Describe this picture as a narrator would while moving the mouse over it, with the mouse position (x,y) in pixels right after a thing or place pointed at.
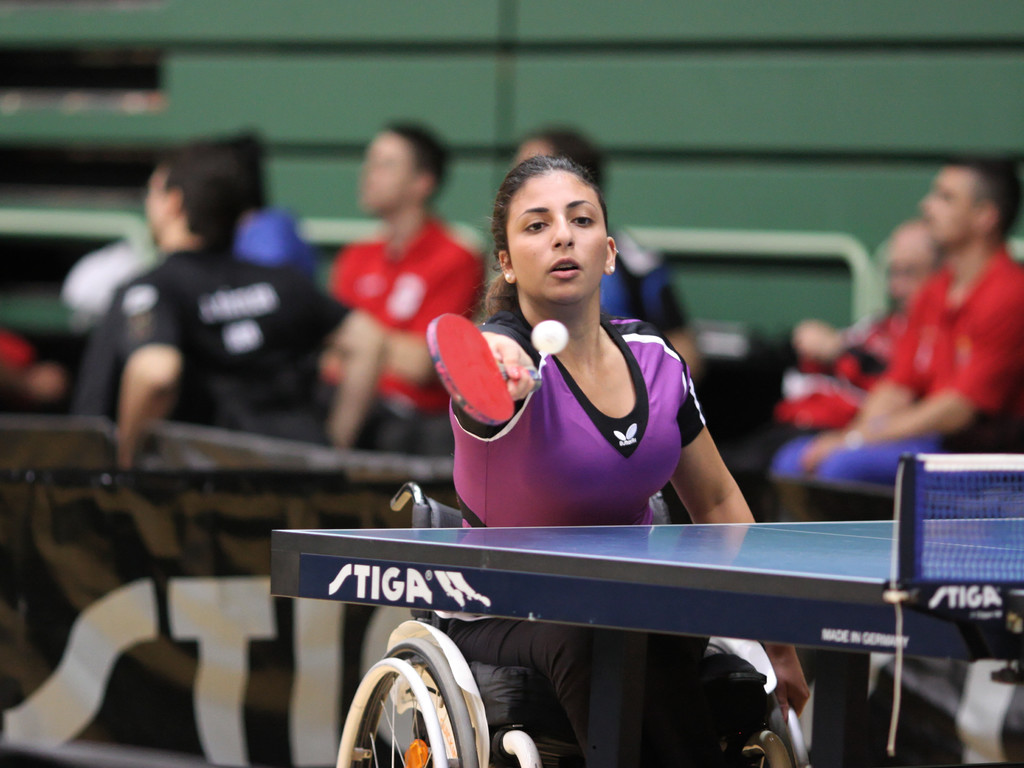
This picture shows a woman (684,739) seated on the wheelchair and playing table tennis and we see few people (409,159) seated on the side.
